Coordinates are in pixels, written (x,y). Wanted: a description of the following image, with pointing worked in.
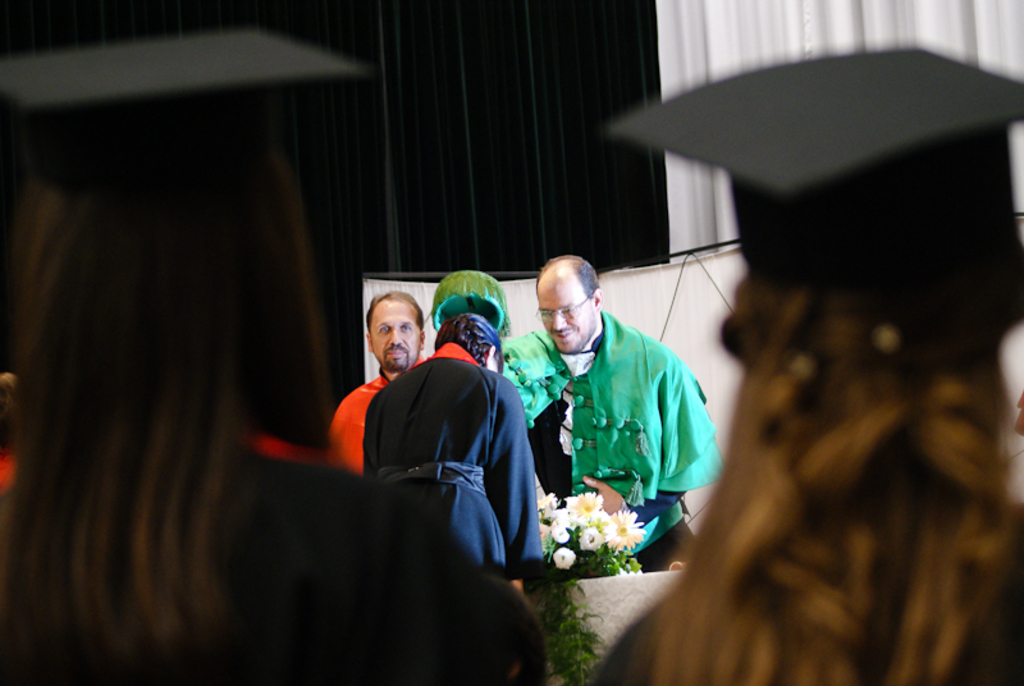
In the foreground (456,487), I can see a group of people (552,462) and flowers (591,511) on a table (561,587). In the background (519,325), I can see curtains (632,309). This image is taken, maybe in a hall (351,425).
